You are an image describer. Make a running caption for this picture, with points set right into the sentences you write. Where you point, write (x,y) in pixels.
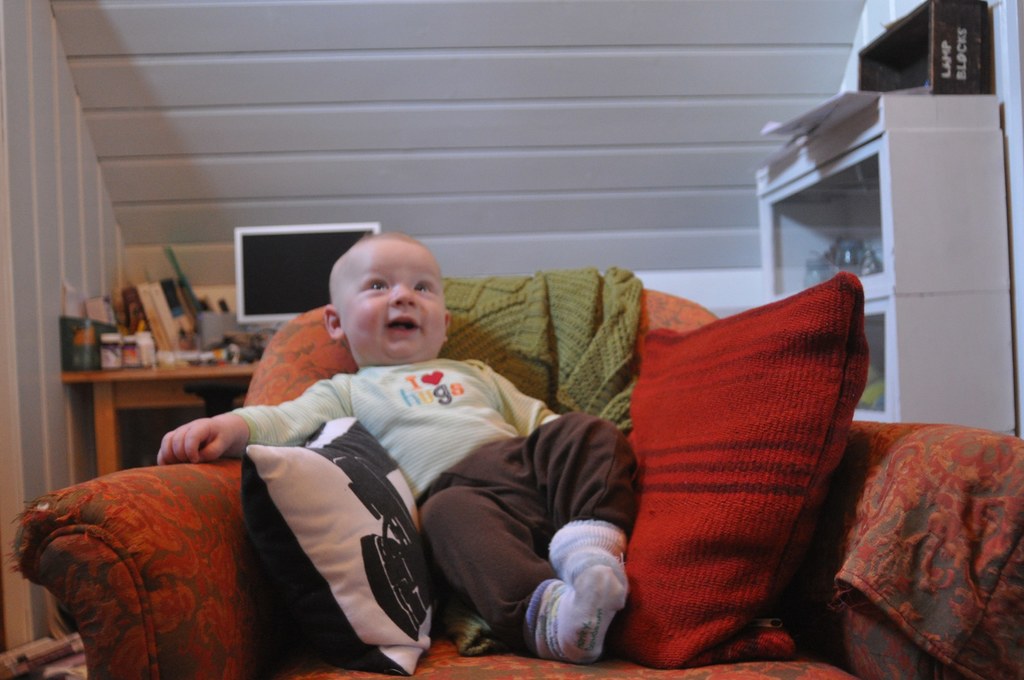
In this image I can see a child (512,501) on a sofa chair (824,584). There are cushions (292,517) on the chair (543,674). There are white cabinets (960,179) on the right (1003,155) and there is a table (167,374) at the back (144,379) on which there are few items (81,366) and a monitor (307,286). There are white walls (533,248).
